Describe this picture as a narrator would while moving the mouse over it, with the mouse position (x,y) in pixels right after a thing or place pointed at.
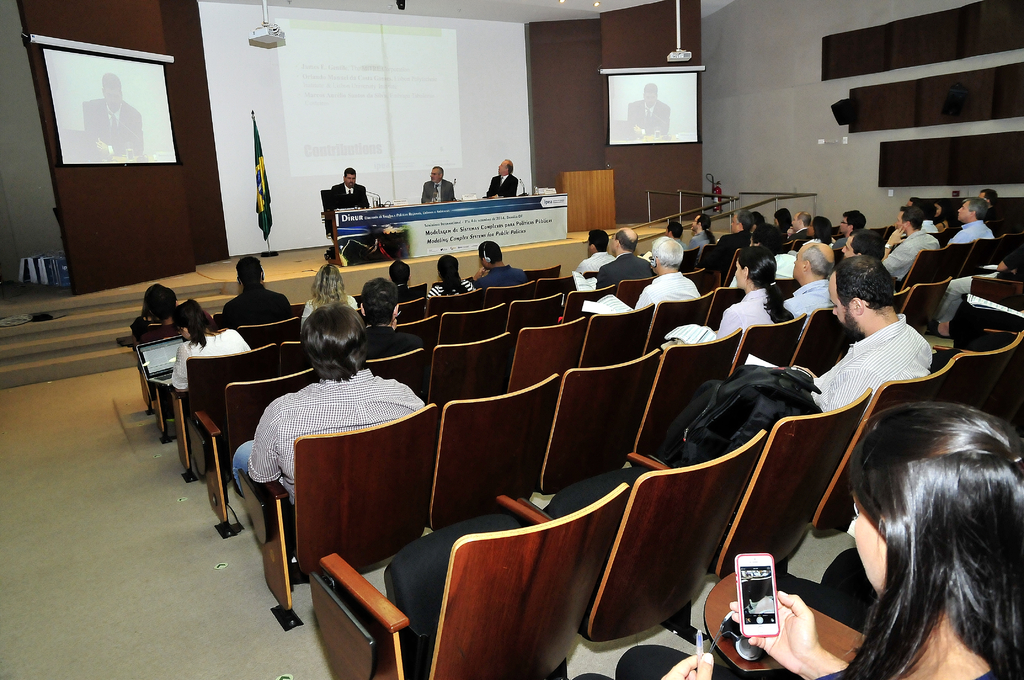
In this image we can see group of people (717,241) sitting on the chair (552,541). In the right side (797,593) the woman (781,607) is holding a mobile (766,602) and the backside there is a screen (428,124) displayed and there is flag (263,228) on the stage (282,262).
